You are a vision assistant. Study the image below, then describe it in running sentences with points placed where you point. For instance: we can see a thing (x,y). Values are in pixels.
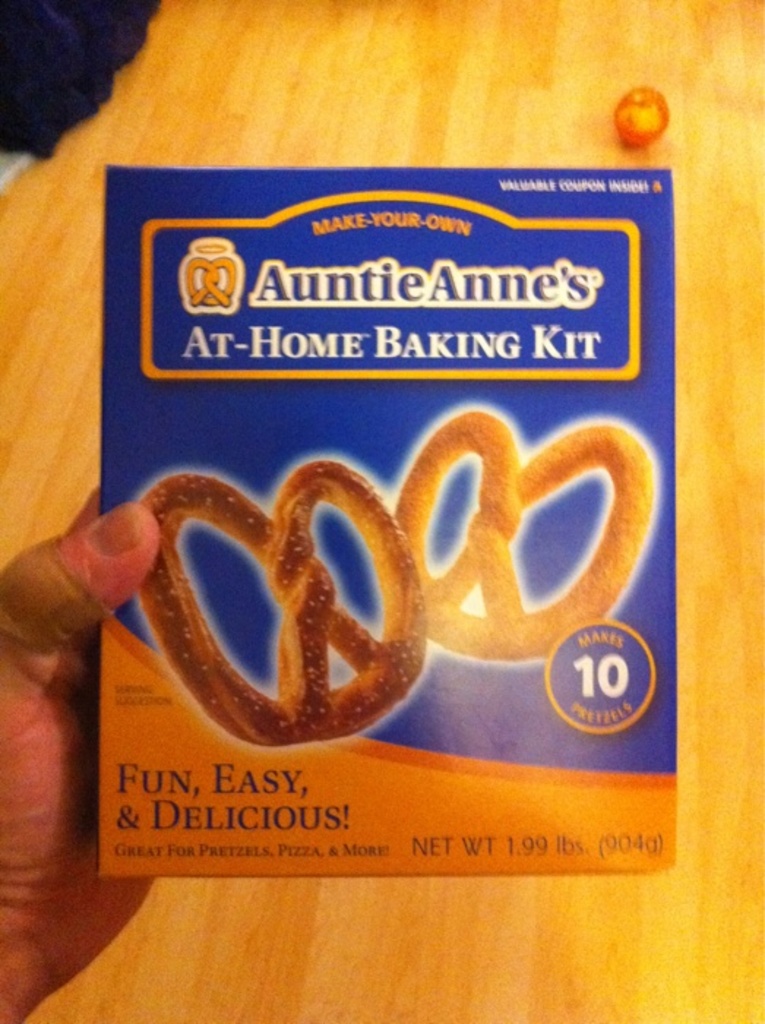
In this picture we can see a person's hand (45,996) is holding a box (635,364) and in the background (79,202) we can see some objects (74,46) on the wooden surface (436,66).
